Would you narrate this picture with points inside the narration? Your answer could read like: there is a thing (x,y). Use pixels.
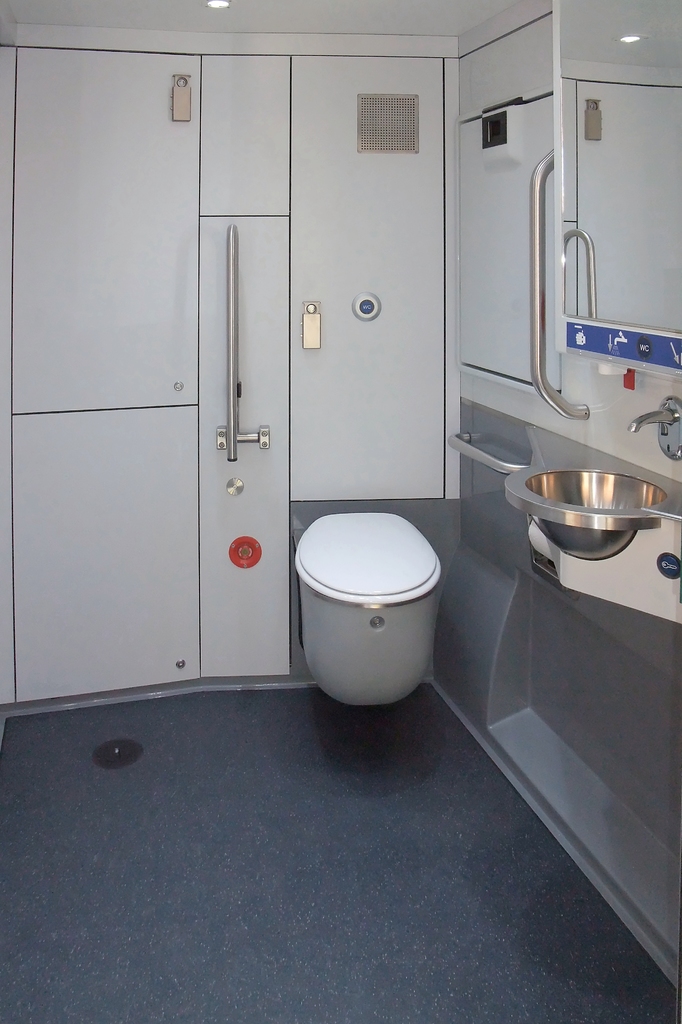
In this image, we can see the metal wall (402,287) with some objects (621,348). We can see some glass (588,9) with the reflection (628,274). We can also see the sink (588,546) and a white colored object (373,663). We can see the ground (305,728) and the roof (380,23) with a light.
